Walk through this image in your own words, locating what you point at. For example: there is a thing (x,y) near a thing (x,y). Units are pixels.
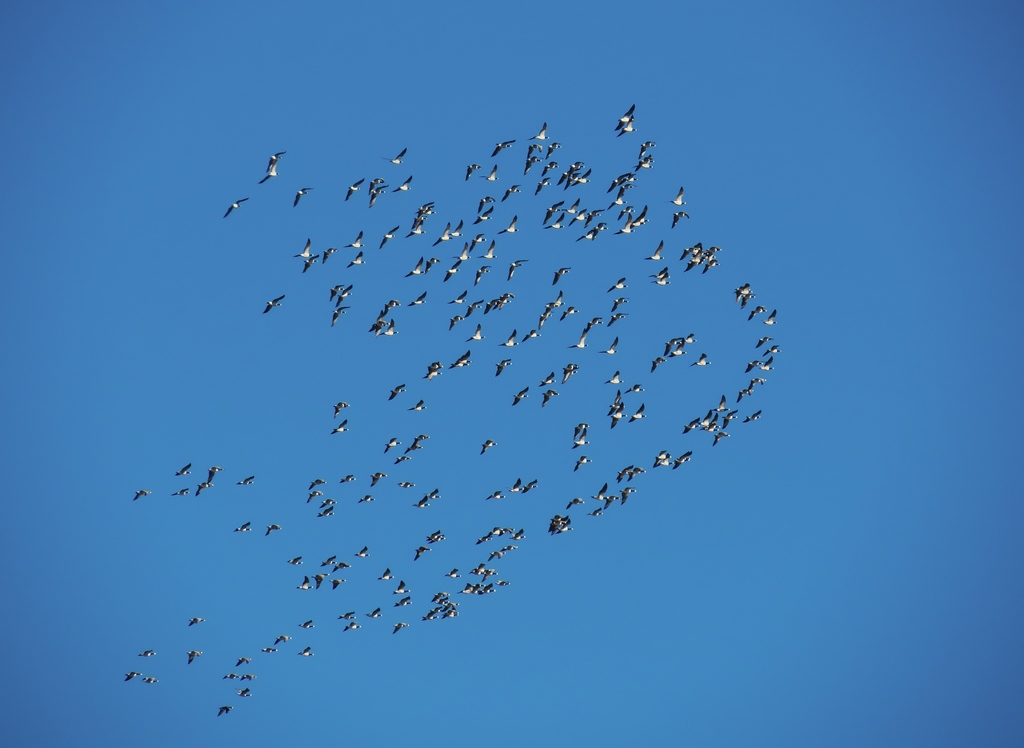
In this image there are so many birds (519,531) flying in the sky (438,548).
